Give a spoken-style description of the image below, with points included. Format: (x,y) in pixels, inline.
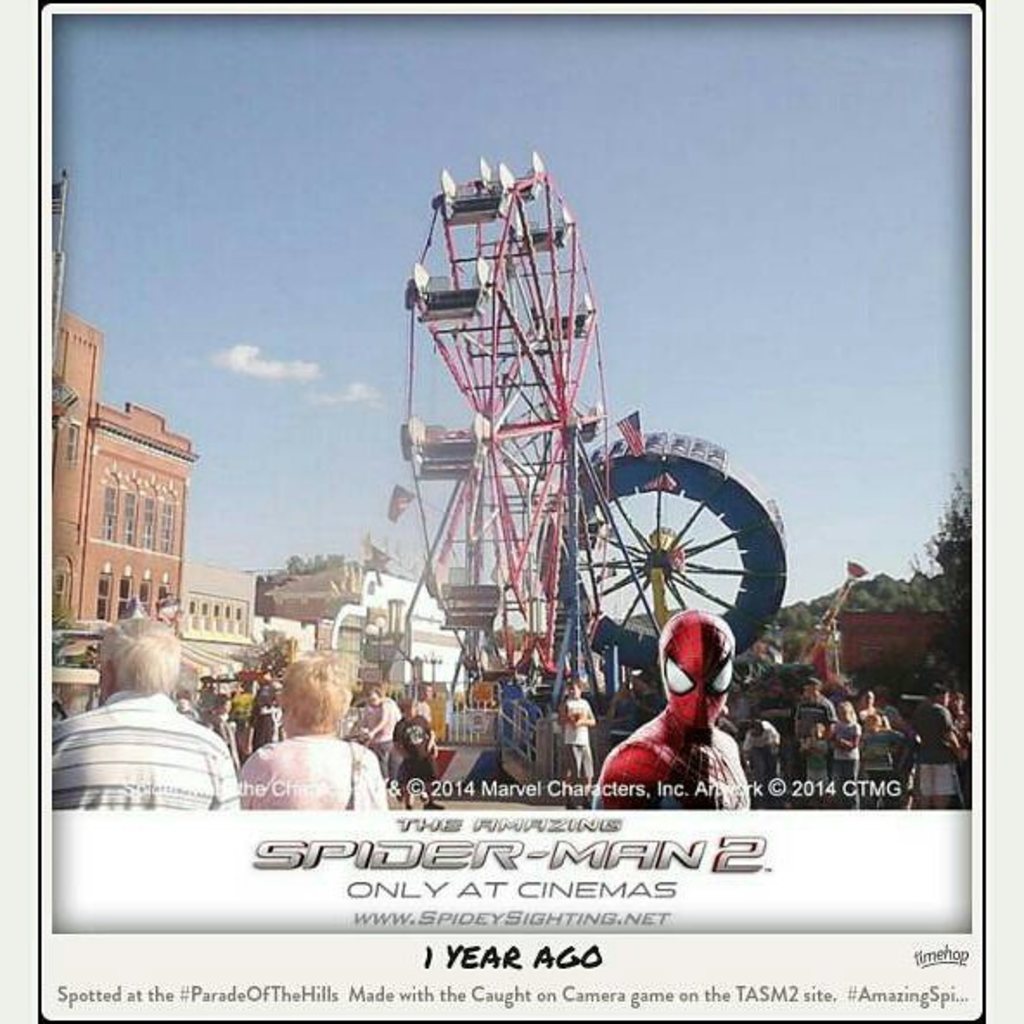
In the picture we can see a photograph (237,586) of a carnival (508,534) with giant wheel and near to it we can see some people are standing and behind the giant wheel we can see some buildings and sky (164,197) with clouds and below the photograph (794,97) we can see a advertisement (525,812) of a spider man 2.
